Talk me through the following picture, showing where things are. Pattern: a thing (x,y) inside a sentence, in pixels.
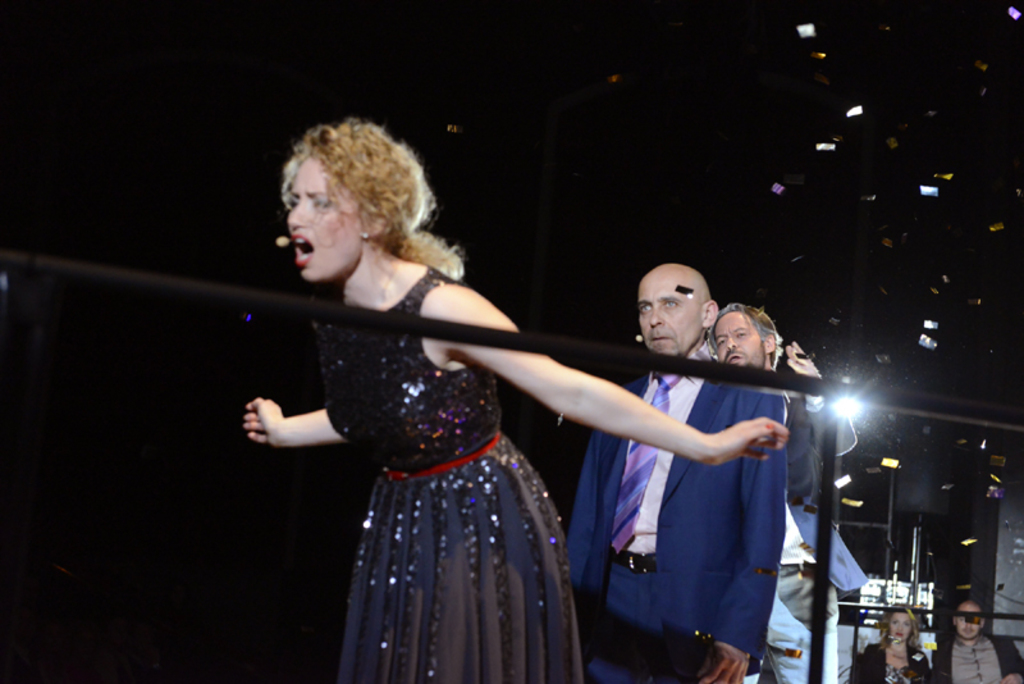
In the image there is blond haired woman (373,213) in black dress (463,656) singing on mic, behind her there are two persons (671,331) standing in suit (724,530), on the right side (878,680) there are two persons (960,637) visible and there are confetti pieces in the air.
